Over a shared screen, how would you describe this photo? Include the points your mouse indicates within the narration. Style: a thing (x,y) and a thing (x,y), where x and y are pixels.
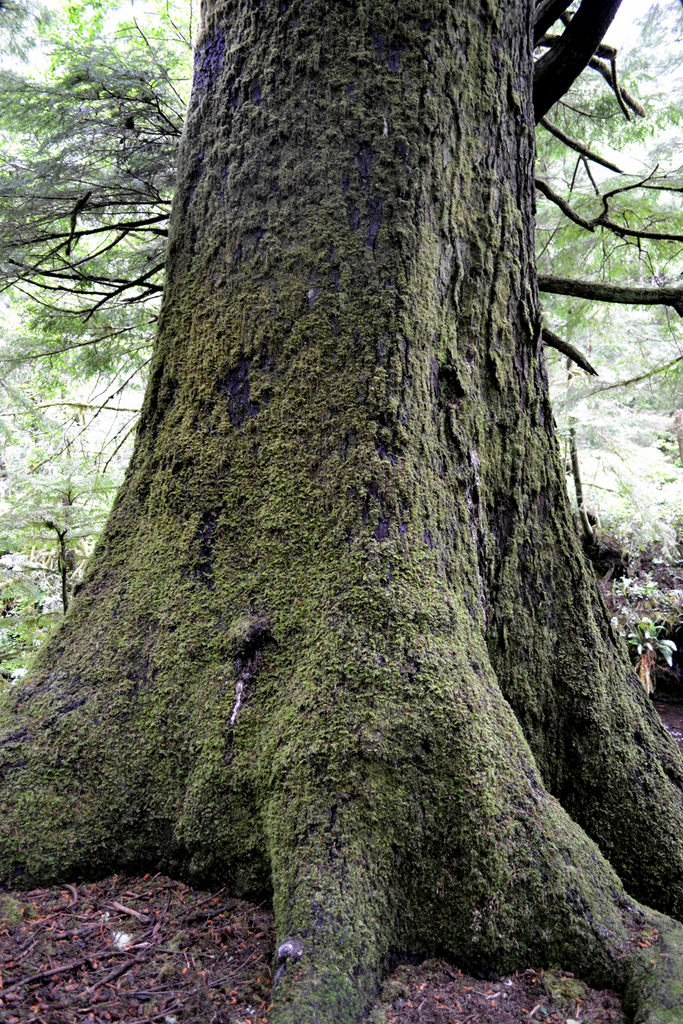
In this picture we can see a tree trunk (284,771), sticks (74,930) on the ground (173,1002) and in the background (56,325) we can see trees (624,437).
